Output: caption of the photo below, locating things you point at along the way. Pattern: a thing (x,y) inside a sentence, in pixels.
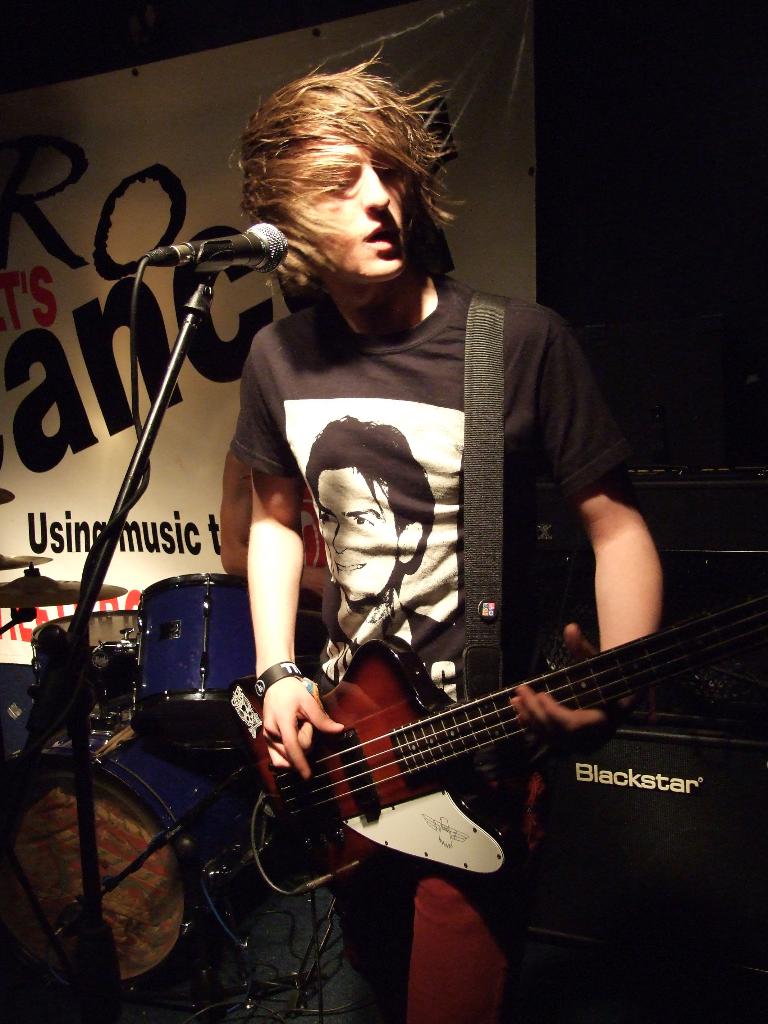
There is a boy (397,420) holding a guitar (678,644) and a mic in front of him in the foreground area of the image (443,336), there is a drum set (47,874), poster (316,48) and an object (720,672) in the background (701,699).
